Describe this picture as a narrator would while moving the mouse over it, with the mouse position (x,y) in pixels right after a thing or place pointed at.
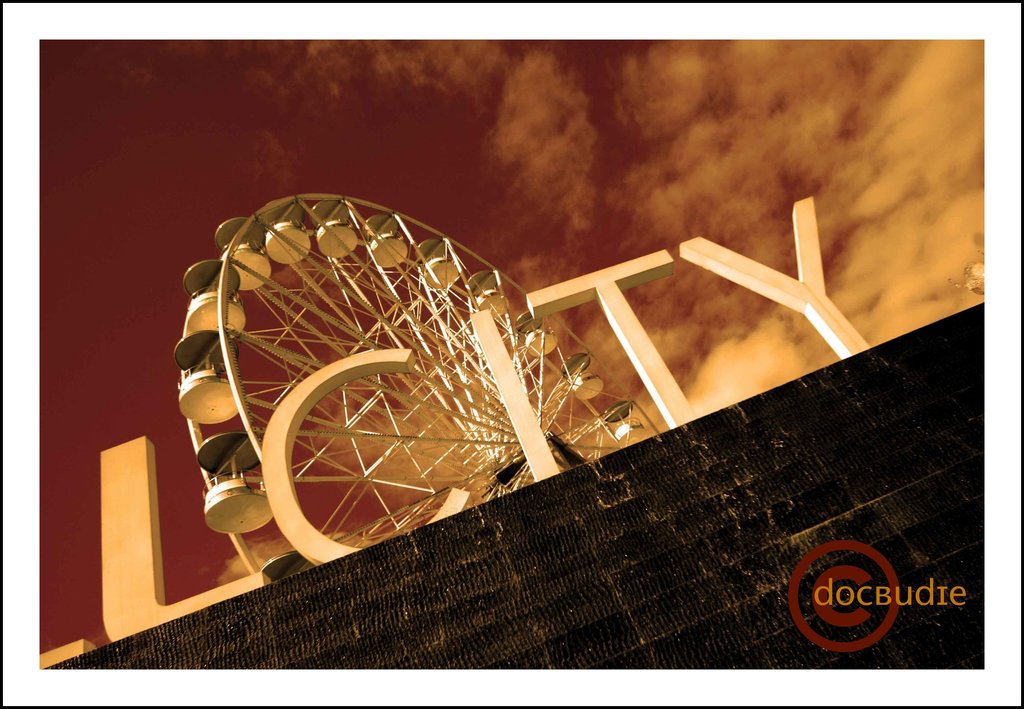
In this image in the center (391,390) there is some object (224,475) and there is a text (819,326), at the bottom (667,514) there is wall (921,551). And at the top (217,135) there is sky (354,136), and in the bottom right hand corner (866,597) there is text (948,591).
